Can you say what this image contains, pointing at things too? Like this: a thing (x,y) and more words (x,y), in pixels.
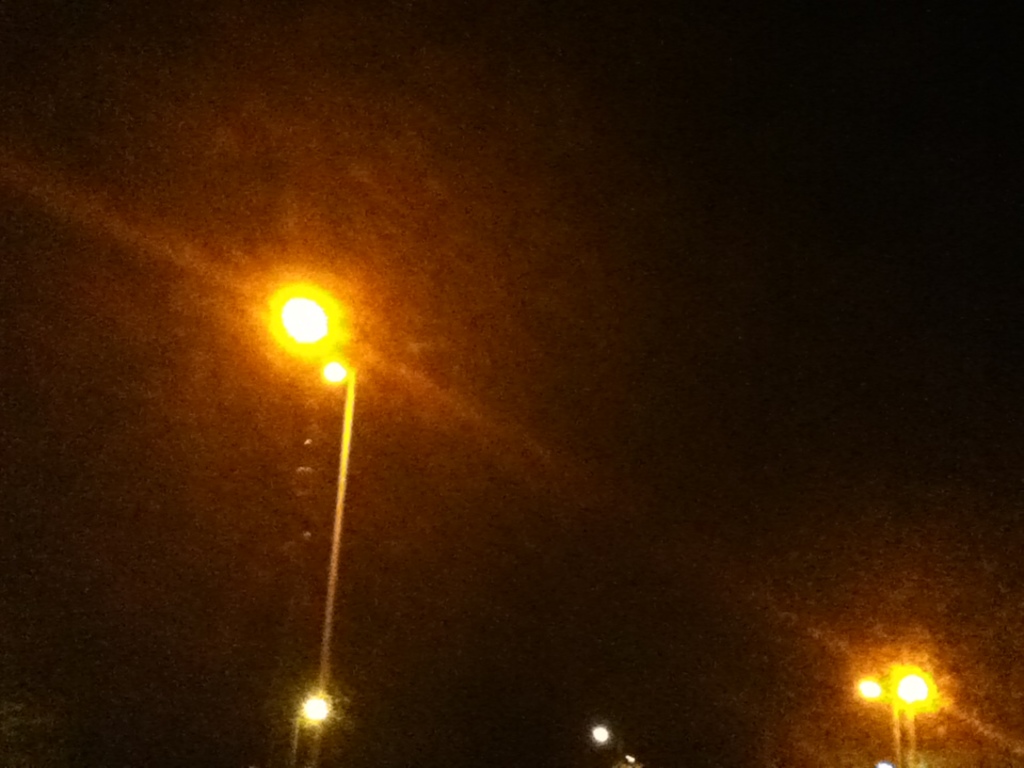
This image is taken during the night time. In this image we can see the light poles (307,332) and the background (591,11) is in black color.
